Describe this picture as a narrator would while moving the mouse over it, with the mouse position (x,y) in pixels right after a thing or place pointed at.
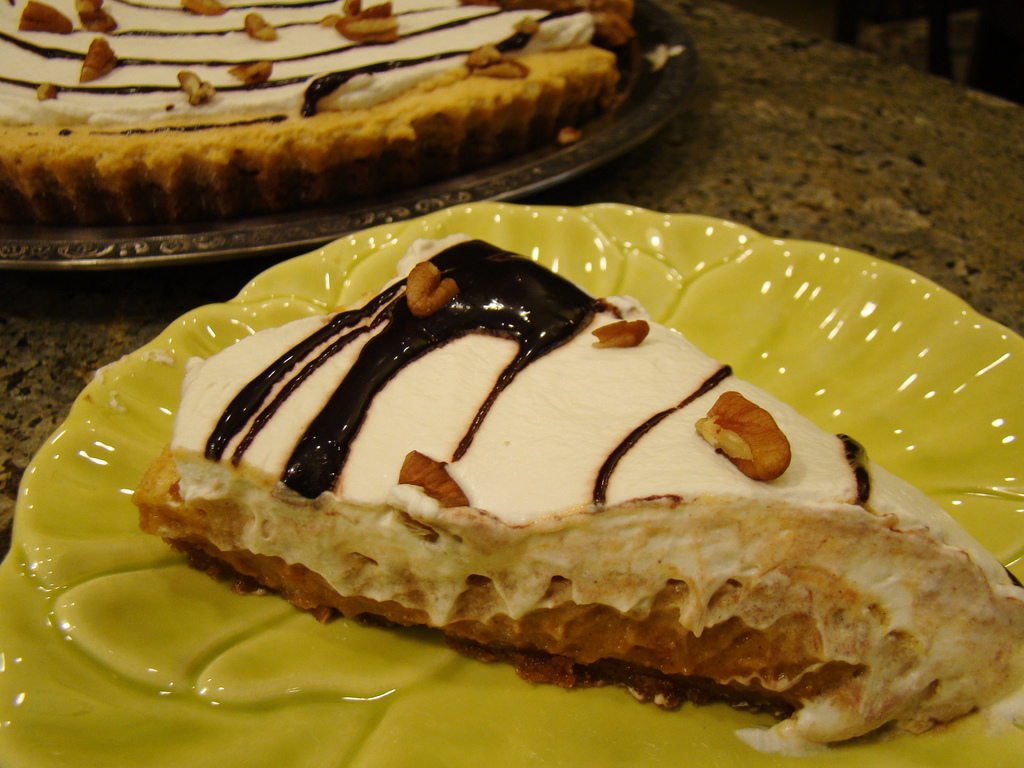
In this image there is a table (836,207) and we can see plates (486,199) and cakes (389,180) placed on the table (926,241).
